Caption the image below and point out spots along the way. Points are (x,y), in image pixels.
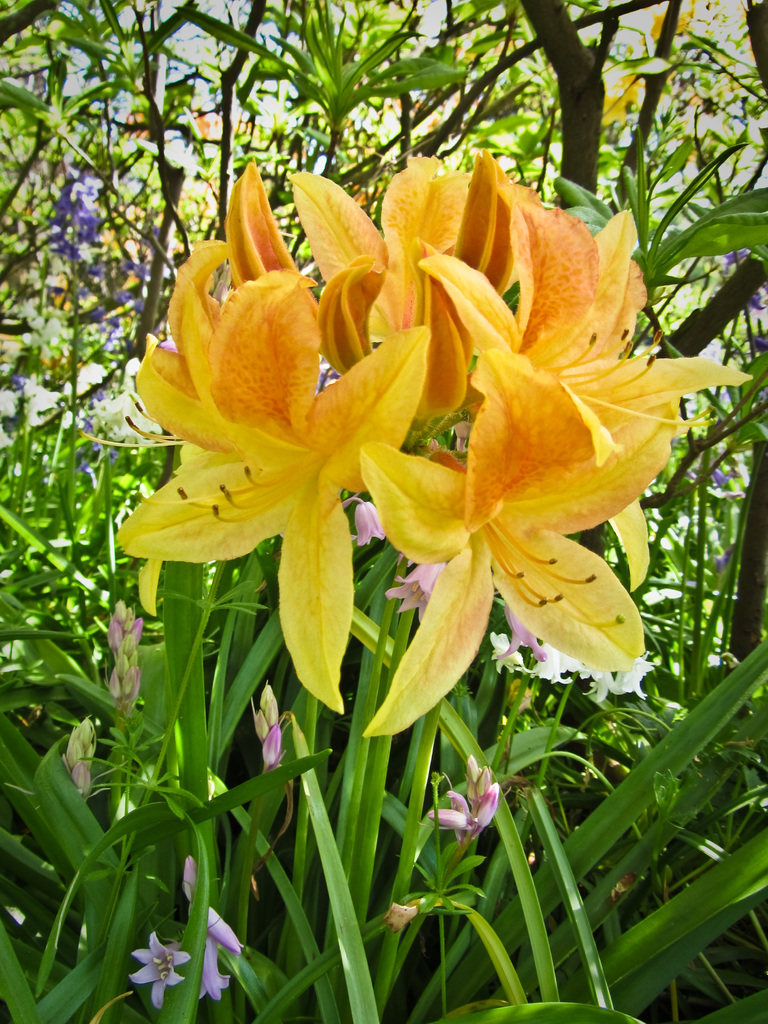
In this image we can see plants (443,562) with flowers (442,605) and sky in the background (109,191).
